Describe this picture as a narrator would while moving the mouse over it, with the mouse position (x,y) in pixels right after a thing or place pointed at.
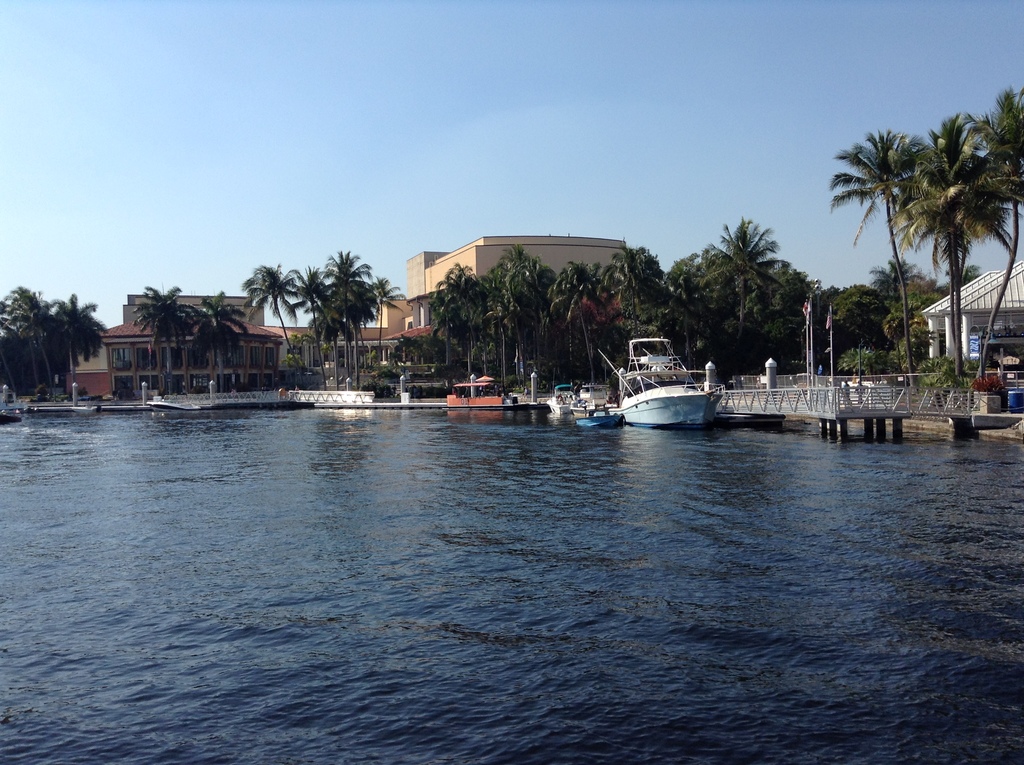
In this image I can see water (611,620) and in it I can see few boats (676,418). I can also see number of trees (500,270), few buildings (978,317) and the sky (571,114).
